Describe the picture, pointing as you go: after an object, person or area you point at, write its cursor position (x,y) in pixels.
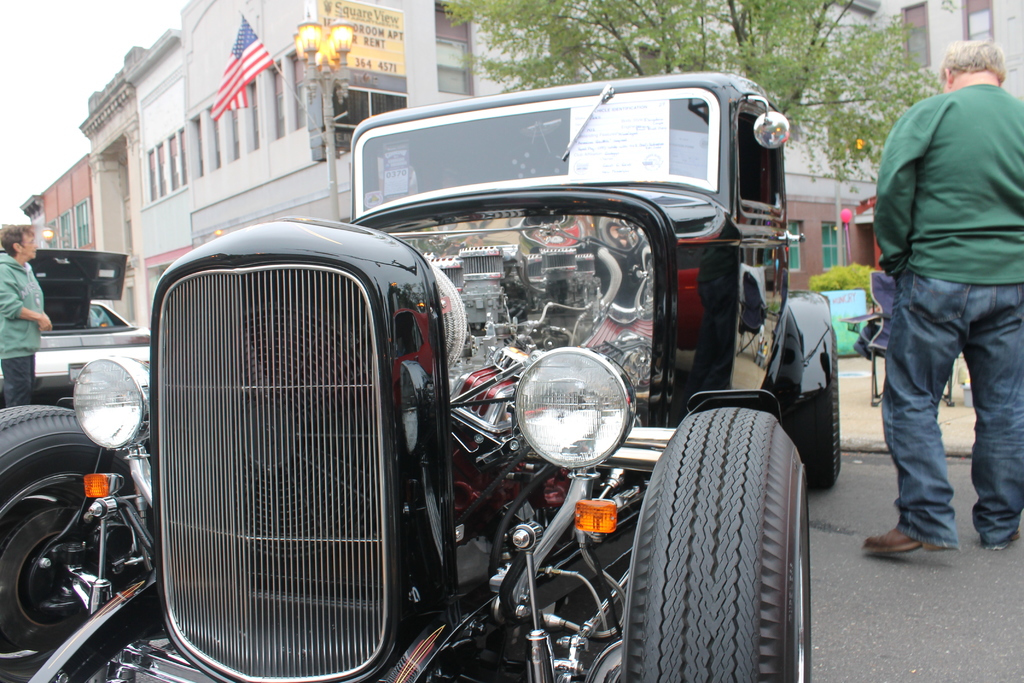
In this image there is a person (19,273) and vehicle (64,291) on the left corner (60,292). There is a vehicle (356,463) in the foreground (385,491). There is a road (844,675) at the bottom (844,675). There is a person (951,526), chair (856,347) and building (953,0) on the right corner (982,421). There are buildings (340,132), a pole (330,119) with lights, a flag (241,43) and trees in the background (262,74). And there is sky (89,78) at the top (38,82).
